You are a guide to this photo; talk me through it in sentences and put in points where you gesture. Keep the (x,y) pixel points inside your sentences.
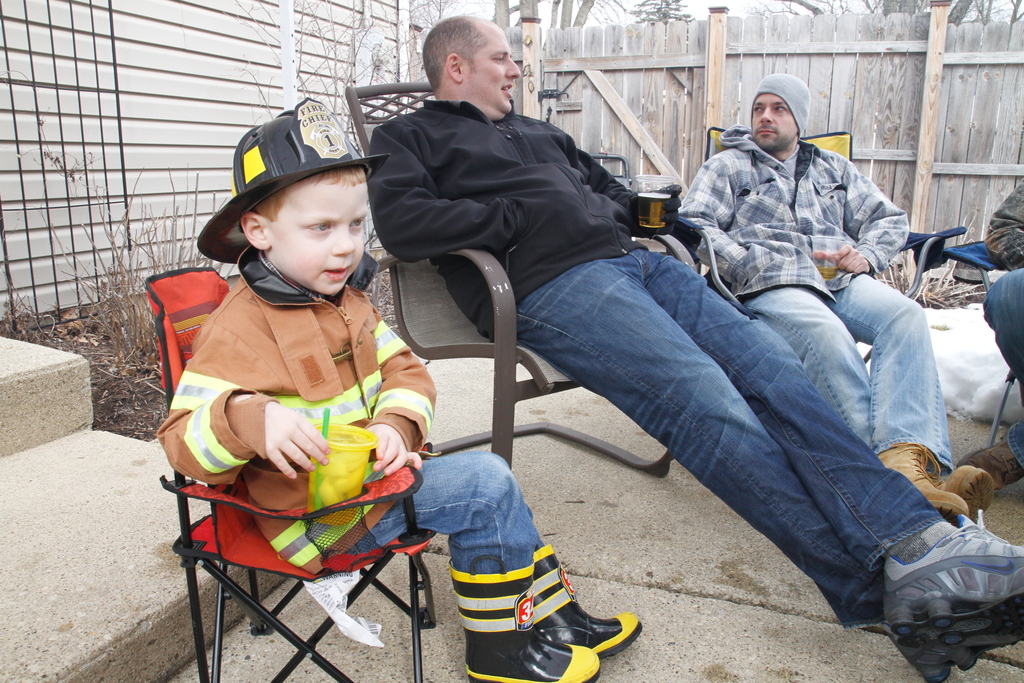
The picture is clicked in the backyard (476,407) of a house (168,87). In the foreground (308,429) there is a boy (290,448) in the chair (221,495). On the left (65,571) there are staircase (105,433), shrubs (125,324), wall (174,75) and soil (137,366). In the center of the picture (606,254) there are three men (475,221) sitting in chairs (494,282). In the background (705,67) there are trees (506,23) and wooden wall (839,78).
